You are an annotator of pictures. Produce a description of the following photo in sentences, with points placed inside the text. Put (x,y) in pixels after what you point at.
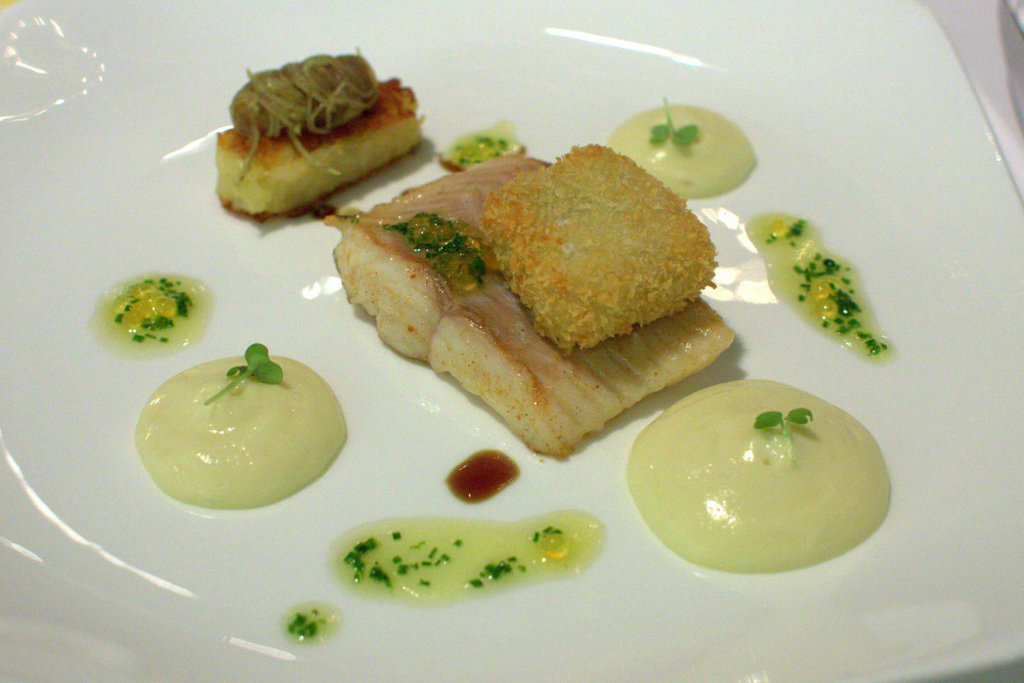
In this image we can see there is the plate (84,199) and there are some food items (461,364) in the plate (549,473). And at the side, it looks like a cloth (991,64).
